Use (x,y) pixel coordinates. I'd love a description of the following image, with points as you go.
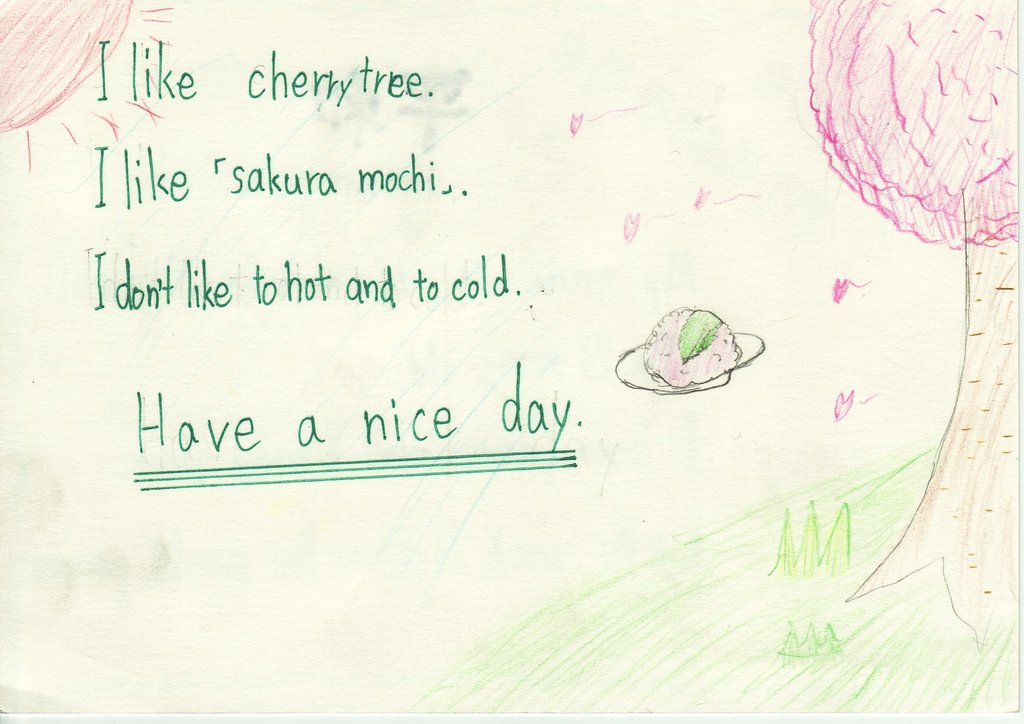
In this image I can see drawing of grass (830,523), a tree (952,506) and few other things (714,347). I can also see something is written over here.
